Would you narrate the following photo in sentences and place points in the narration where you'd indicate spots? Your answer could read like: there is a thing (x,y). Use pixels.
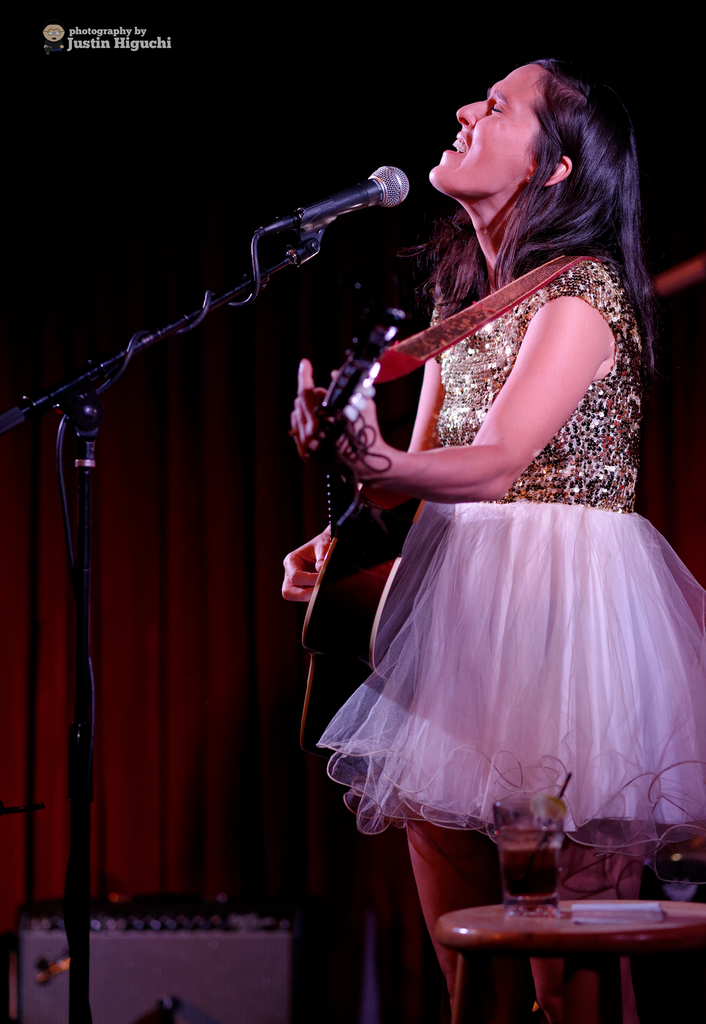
In this picture there is a woman (456,680) standing and singing holding a musical instrument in her hand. In front of the woman (456,420) there is a mic (329,205) and there is a stand (20,413) which is black in colour. In the front (601,971) there is stool (601,940) and on the stool (591,932) there is a glass (542,865) and a paper (602,914). In the background (203,638) there is a curtain (182,578) which is red in colour and in front of the curtain (156,815) there is an object (159,978) which is white in colour.
